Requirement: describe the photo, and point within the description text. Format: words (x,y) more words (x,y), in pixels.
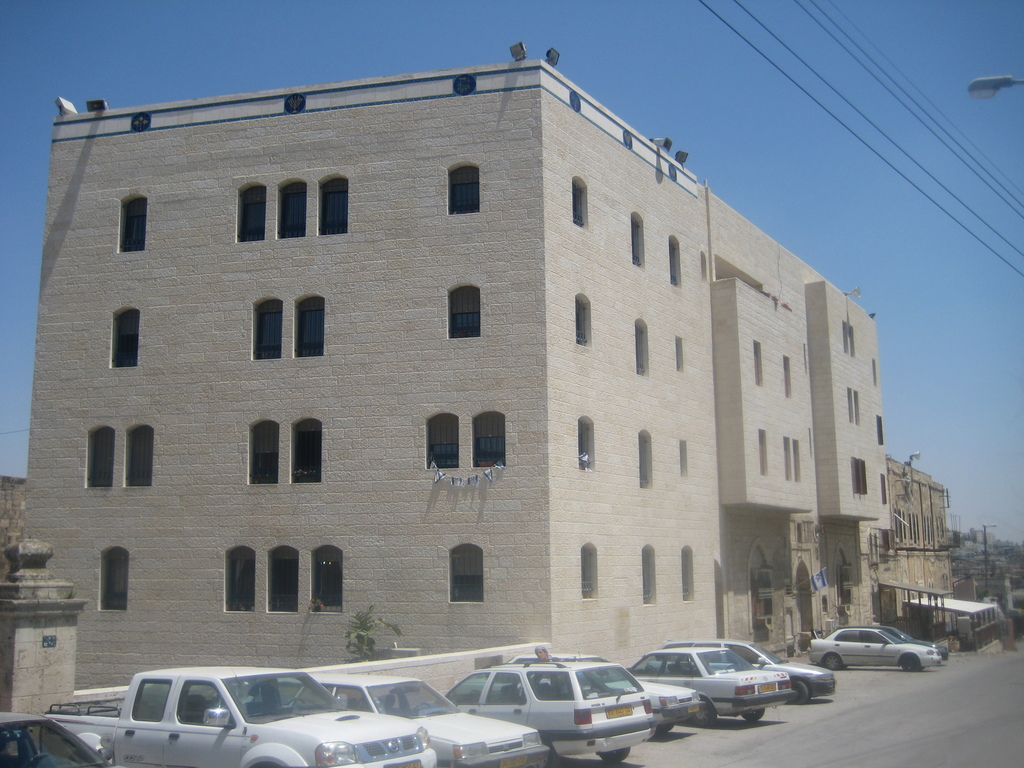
This image is clicked on the road (854,732). There are vehicles (499,688) parked on the road (867,735). Behind the vehicles (727,649) there are buildings (585,518). There are plants (374,631) in front of the buildings (820,605). At the top (440,45) there is the sky (456,28). There are lights (89,105) on the building (538,69). In the top right (988,90) there is a street light (982,90).
